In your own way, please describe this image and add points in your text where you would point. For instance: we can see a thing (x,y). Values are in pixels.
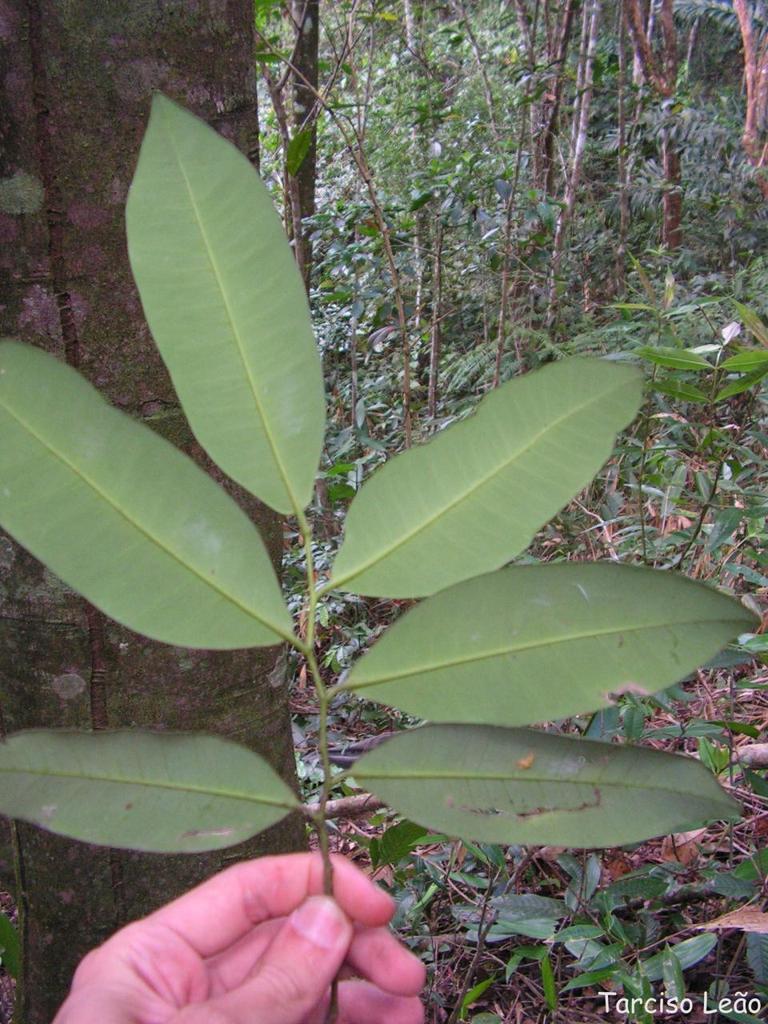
A human (277,870) is holding the leaves (356,570), there are trees (749,28) in this image.
